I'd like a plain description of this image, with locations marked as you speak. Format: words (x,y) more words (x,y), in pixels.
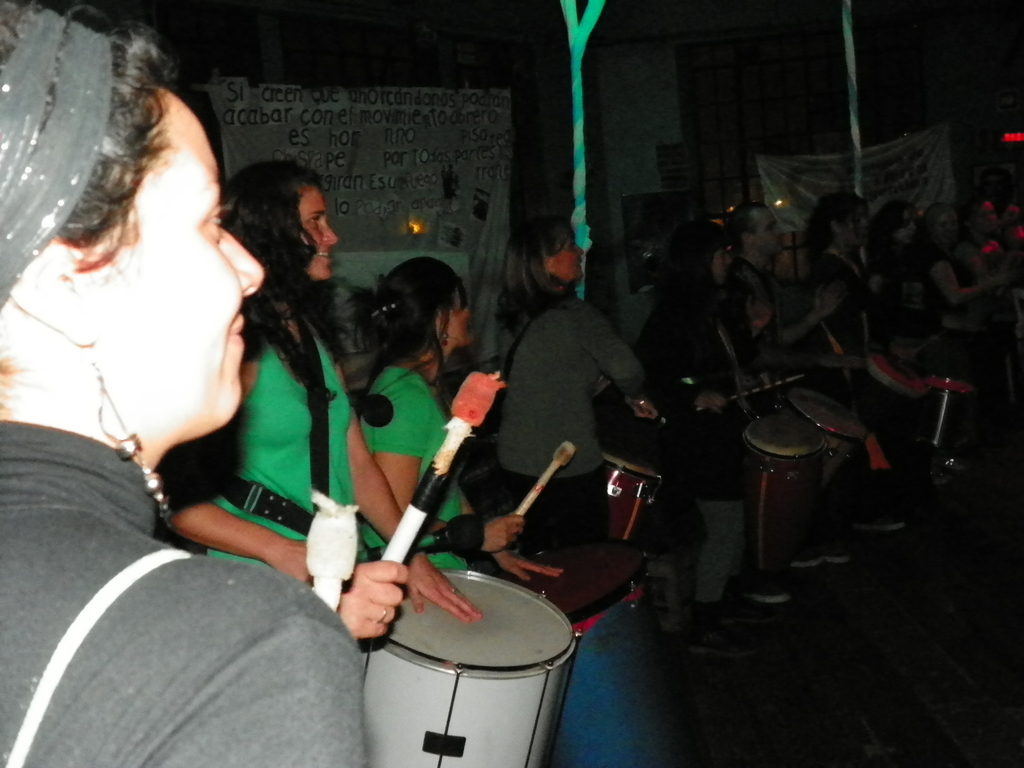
in this image there could be many girls (382,372) they are playing the drums (487,631) and most of them persons (304,561) they are wearing the t-shirt (308,596) and pant (736,552) and the back ground (622,174) is very dark.
